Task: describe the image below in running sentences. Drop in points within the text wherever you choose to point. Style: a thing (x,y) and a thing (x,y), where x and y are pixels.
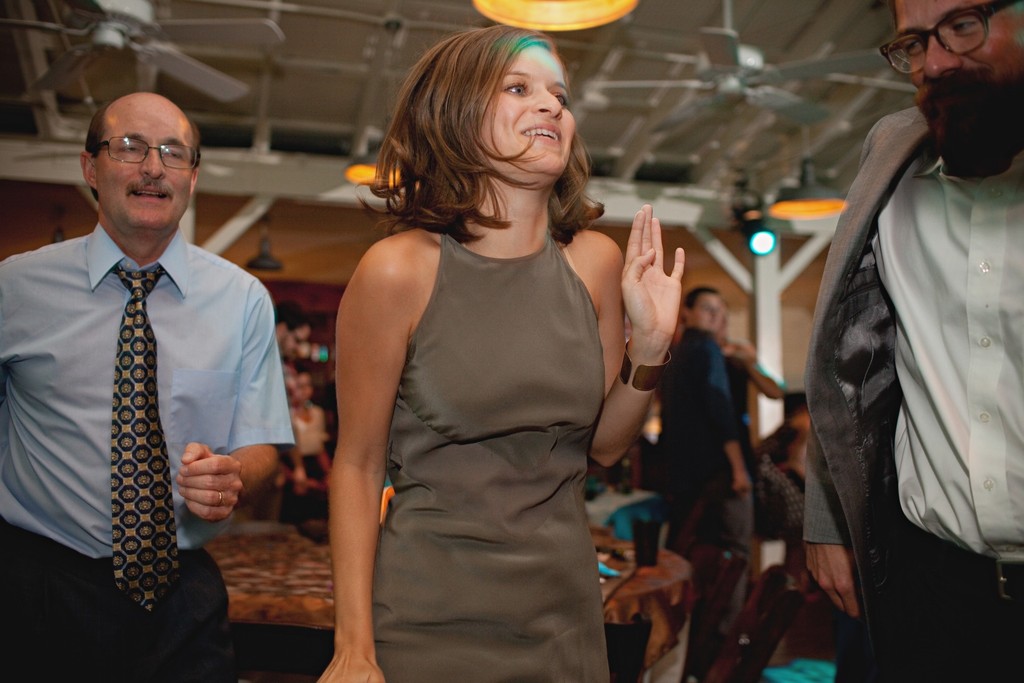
In the picture there are three people (890,368) standing in the front (378,530) and the woman (359,382) standing in between is talking something, she is also smiling and behind these three people (236,279) there are some other persons (692,387), the background (728,408) is blurry.
